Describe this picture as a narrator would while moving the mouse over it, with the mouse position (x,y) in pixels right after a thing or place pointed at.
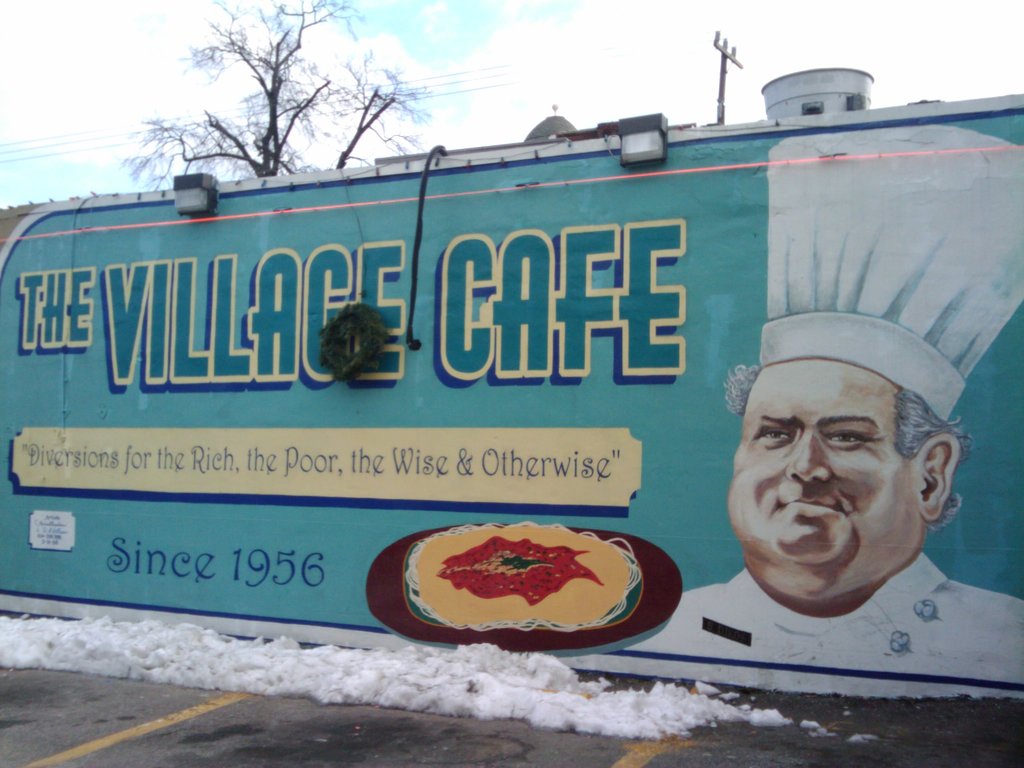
In this picture, there is a wall (327,287) with text (185,341) and a painting (827,388). Towards the right (808,415), there is a painting (767,395) of a man (770,267) wearing white clothes (867,612) and a white cap (939,147). At the bottom (338,715), there is a road (242,692) with snow (373,660). On the top (76,66), there is a sky (423,59) and a tree (272,66).
